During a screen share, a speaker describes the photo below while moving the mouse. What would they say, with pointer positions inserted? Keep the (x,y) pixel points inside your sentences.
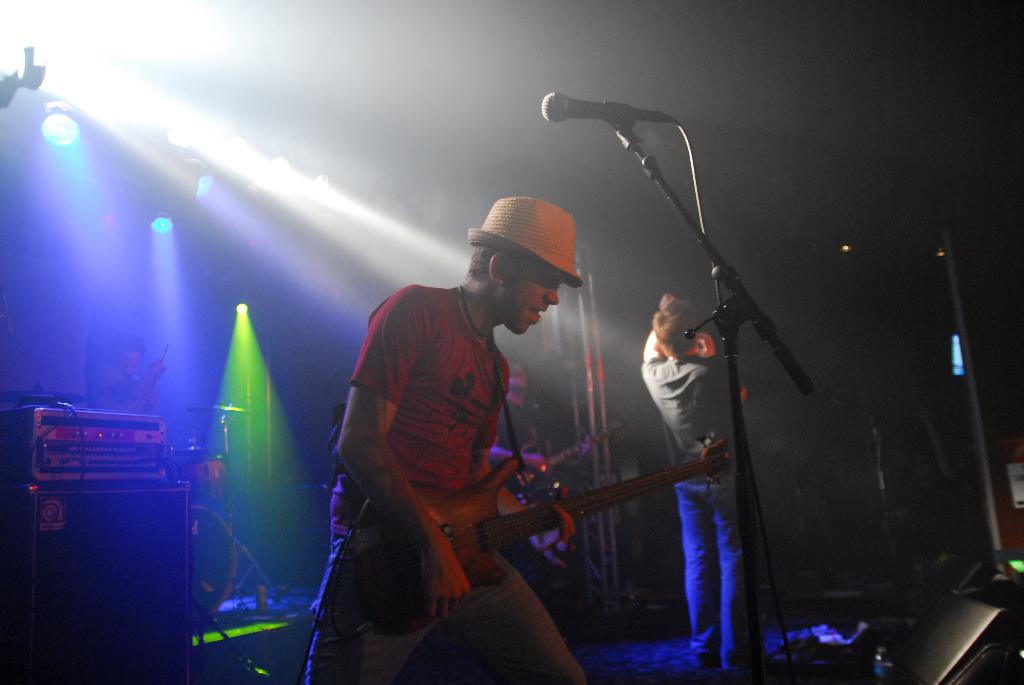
In the center of the image (435,360) we can see a man (525,606) standing and playing a guitar (486,547), before him there is a mic (627,113) placed on the stand (739,413), next to him there is another man (689,392). On the right (965,618) there is a speaker (962,606). In the background (229,366) there are lights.
